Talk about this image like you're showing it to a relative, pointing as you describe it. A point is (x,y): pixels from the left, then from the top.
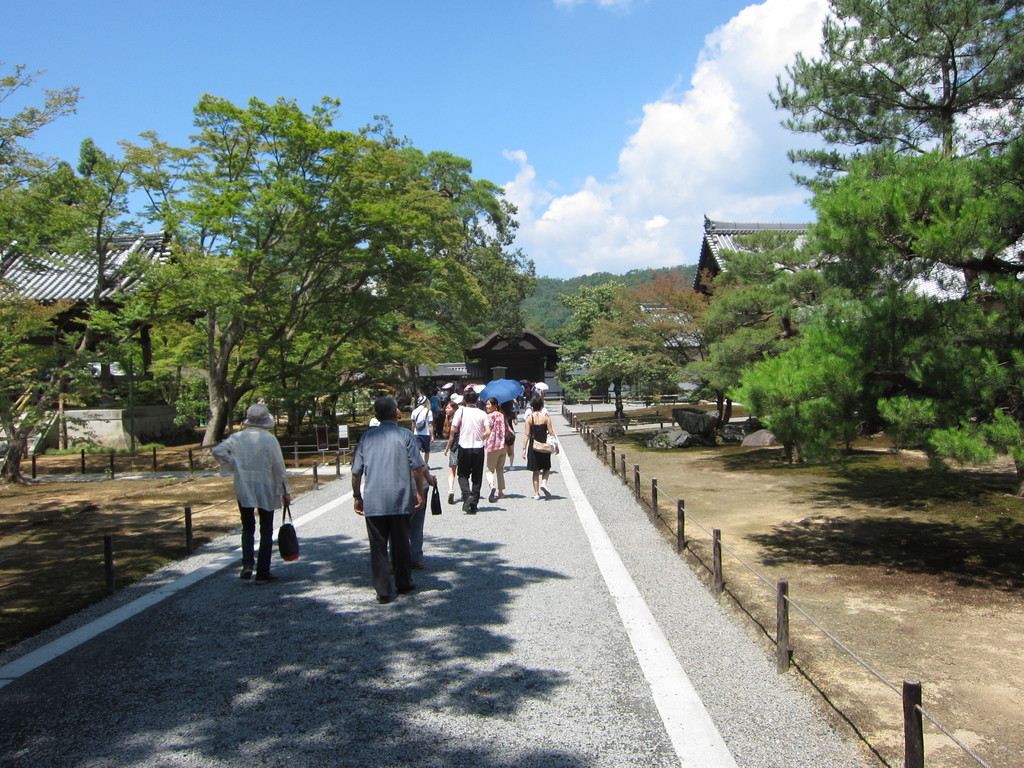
In this picture there are buildings (799,225) and trees (3,402) and there are group of people (463,418) walking on the road (536,726) and there is a person (501,461) holding the umbrella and there is a railing (656,513) beside the road (361,736). At the top (334,49) there is sky (384,8) and there are clouds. At the bottom (441,765) there is a road (732,618) and there are rocks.
